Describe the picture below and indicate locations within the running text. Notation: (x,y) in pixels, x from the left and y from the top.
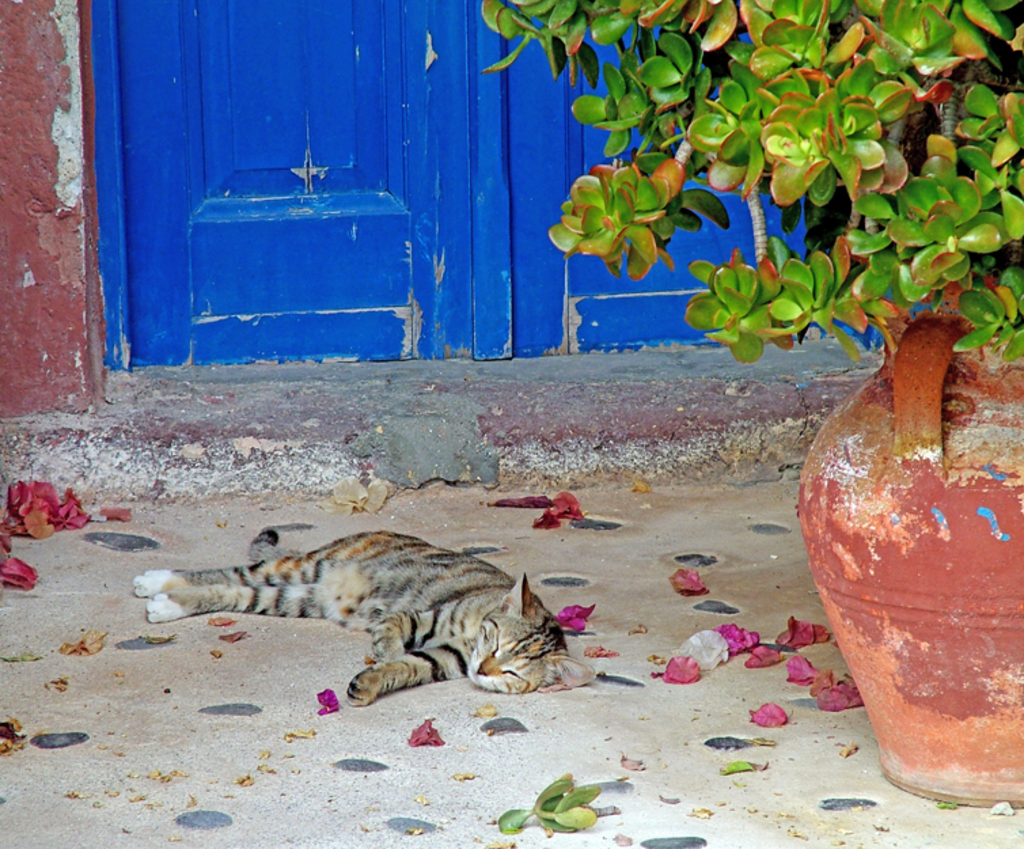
In this picture we can see a cat (193,582) lying on the path (104,682). There are some leaves (27,527) on this path (707,558). We can see a flower pot (1009,635) on the right side (823,489). There is a door (332,294) and a wall (46,245) in the background (4,234).
